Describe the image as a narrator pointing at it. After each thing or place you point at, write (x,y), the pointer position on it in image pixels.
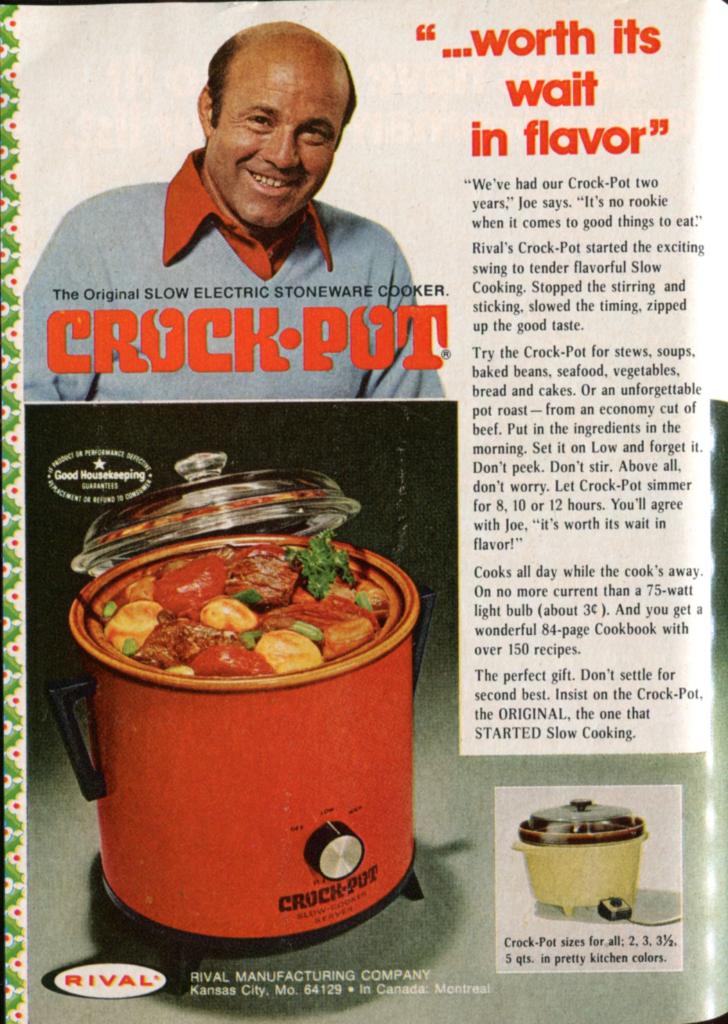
There is a picture of a person (292,254), an article (496,478) and a cooker (315,731) present on a magazine paper (324,463) as we can see in the middle of this image (257,363).
